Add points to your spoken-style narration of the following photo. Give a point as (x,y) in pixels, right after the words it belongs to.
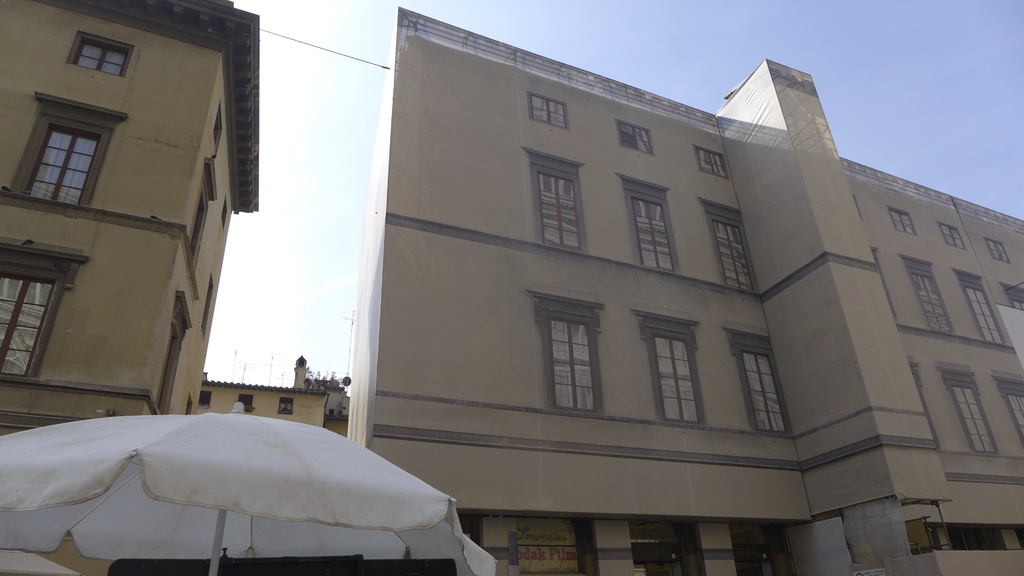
In this picture I can see there are two buildings (432,363) here and they have windows (667,391) and there is a white color umbrella (229,442) here and the sky (266,185) is clear.
